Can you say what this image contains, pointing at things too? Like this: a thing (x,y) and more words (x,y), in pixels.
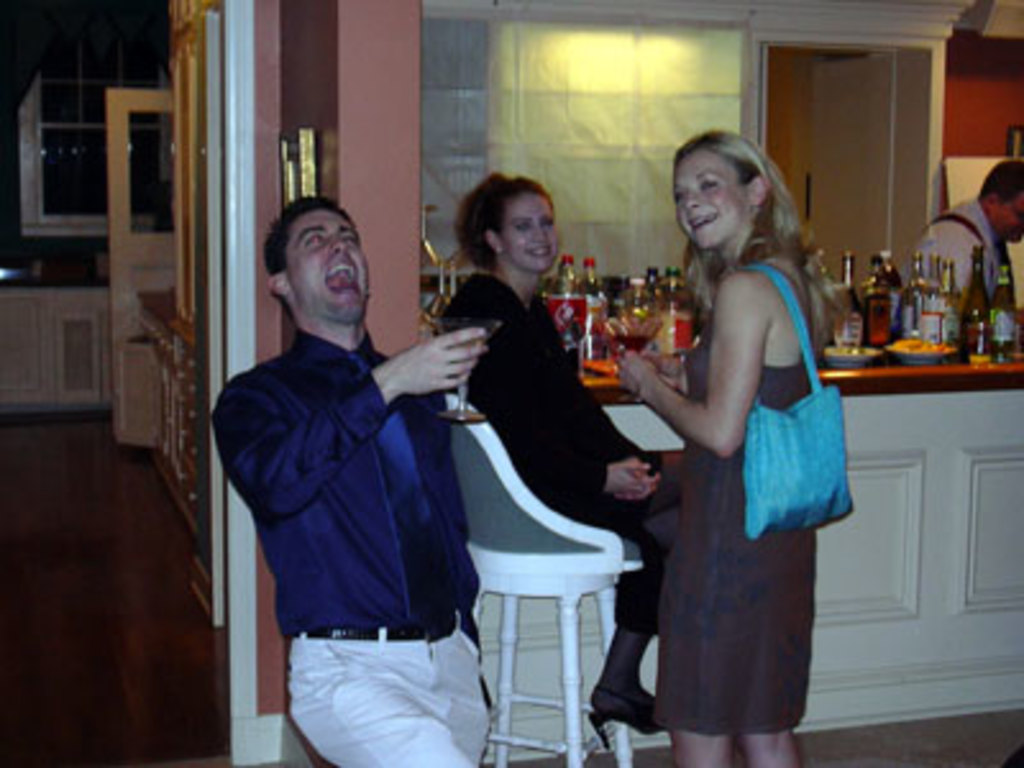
In the image there is a man (330,453) in navy blue shirt (363,539) holding a wine glass (459,389) and smiling and beside there is a woman (603,451) sitting on chair (490,491) and another woman (702,193) standing in front of table (1018,380) with wine bottles (877,319) on it, and over the back (161,119) there is wall (998,77) and doors (191,233) on the left side (169,273).
